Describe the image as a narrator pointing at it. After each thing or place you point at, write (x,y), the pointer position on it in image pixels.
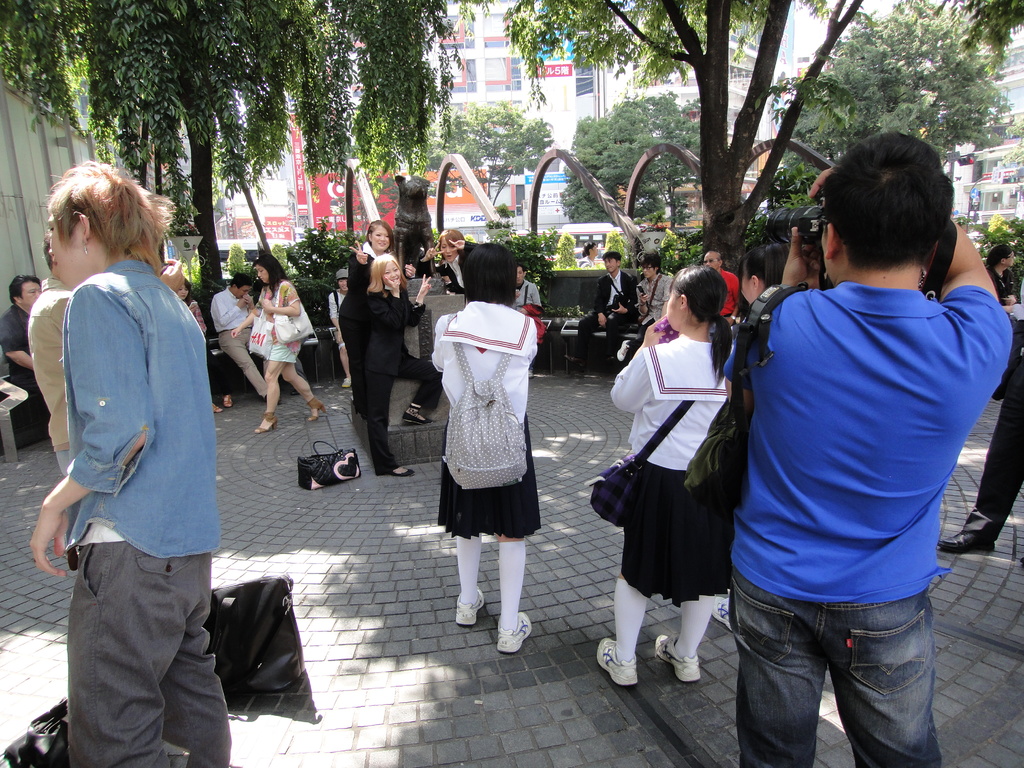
In this image, there are a few people (875,525). Among them, some people (624,316) are sitting on benches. We can see the ground (324,609) with some objects (276,673). We can also see a statue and some metallic objects (682,151). There are a few trees (87,36) and plants (520,236). We can also see some buildings (666,85) and boards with text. We can also see a white colored object (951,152) and a traffic light (972,155).
